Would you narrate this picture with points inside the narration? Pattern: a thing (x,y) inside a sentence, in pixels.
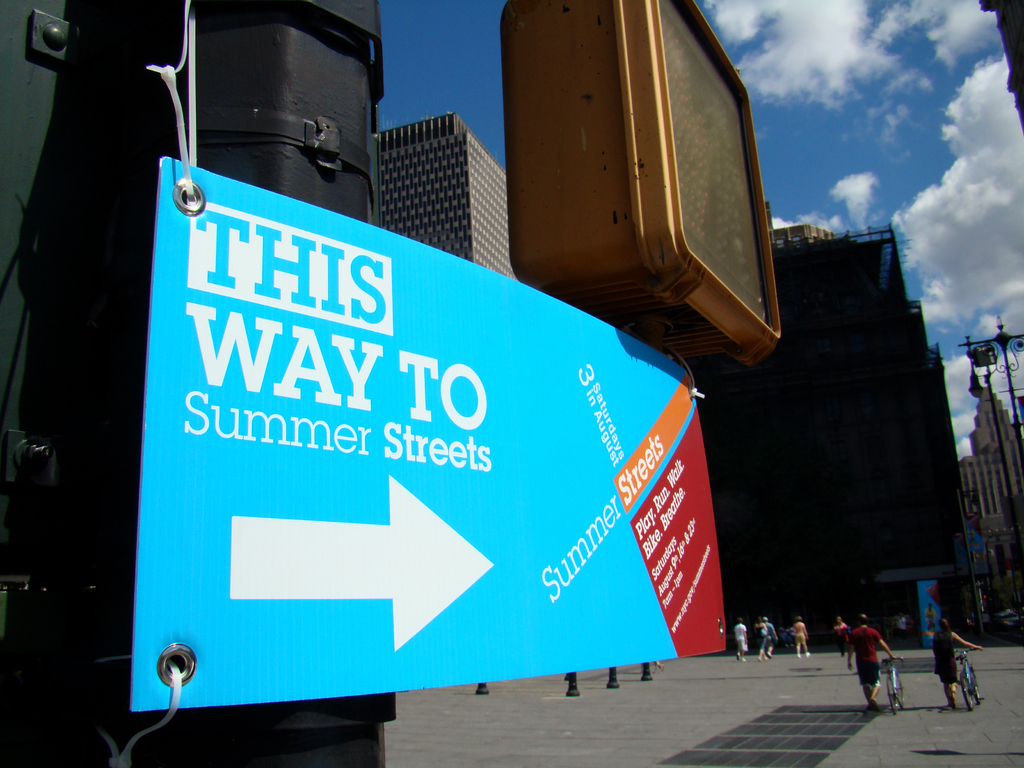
In this image I can see some people (859,651) on the road (761,729). I can see two bicycles (893,689). On the left side (290,527) I can see a board (389,443) with some text (416,460) written it. In the background (711,431), I can see the buildings (912,351) and clouds (969,188) in the sky (912,133).
